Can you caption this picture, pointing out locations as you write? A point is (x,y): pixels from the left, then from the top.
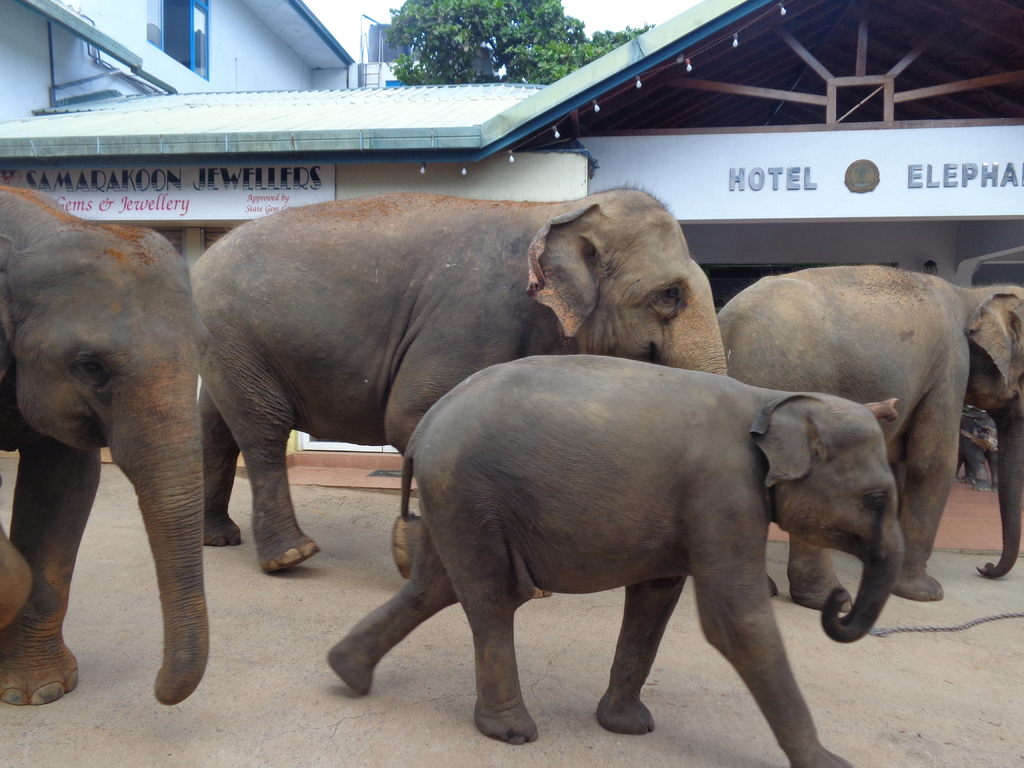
In this image I can see elephants (20,645) walking towards the right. There are buildings (398,85) and trees (505,38) at the back (933,231). The buildings (921,240) have name boards (757,206).
